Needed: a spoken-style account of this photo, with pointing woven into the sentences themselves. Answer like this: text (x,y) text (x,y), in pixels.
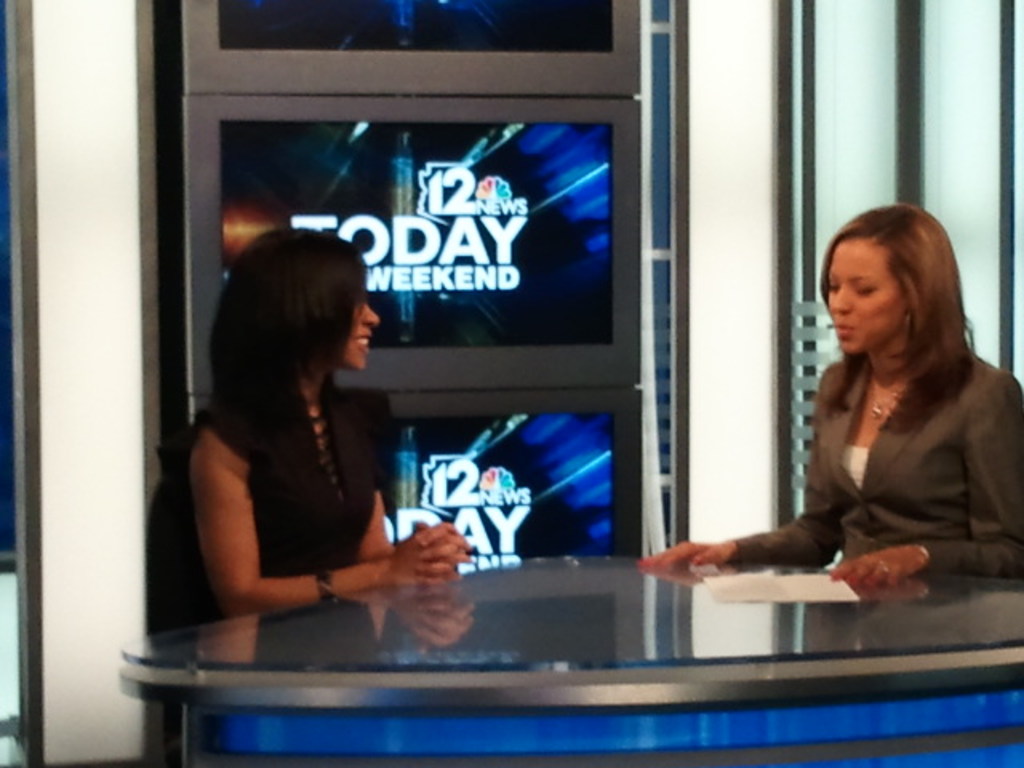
In this image there are two women (885,509) sitting. Before them there is a table (607,646) having a paper (757,589). There are screens (249,17) attached to the wall (753,265). There is some text (504,513) displayed on the screen (591,502).
